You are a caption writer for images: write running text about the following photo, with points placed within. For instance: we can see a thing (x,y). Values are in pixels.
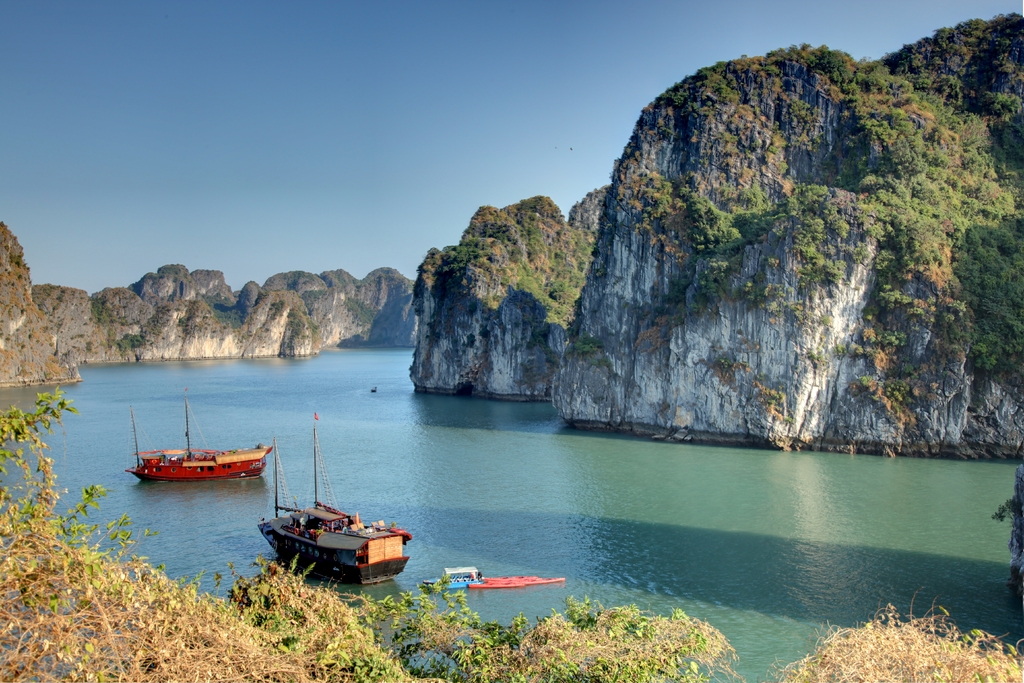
In this image we can see three boats (364,552) placed in the water (226,537). In the foreground (578,647) we can see a group of trees (251,623). In the background (664,374), we can see group of mountains (420,280) and the sky (329,155).
